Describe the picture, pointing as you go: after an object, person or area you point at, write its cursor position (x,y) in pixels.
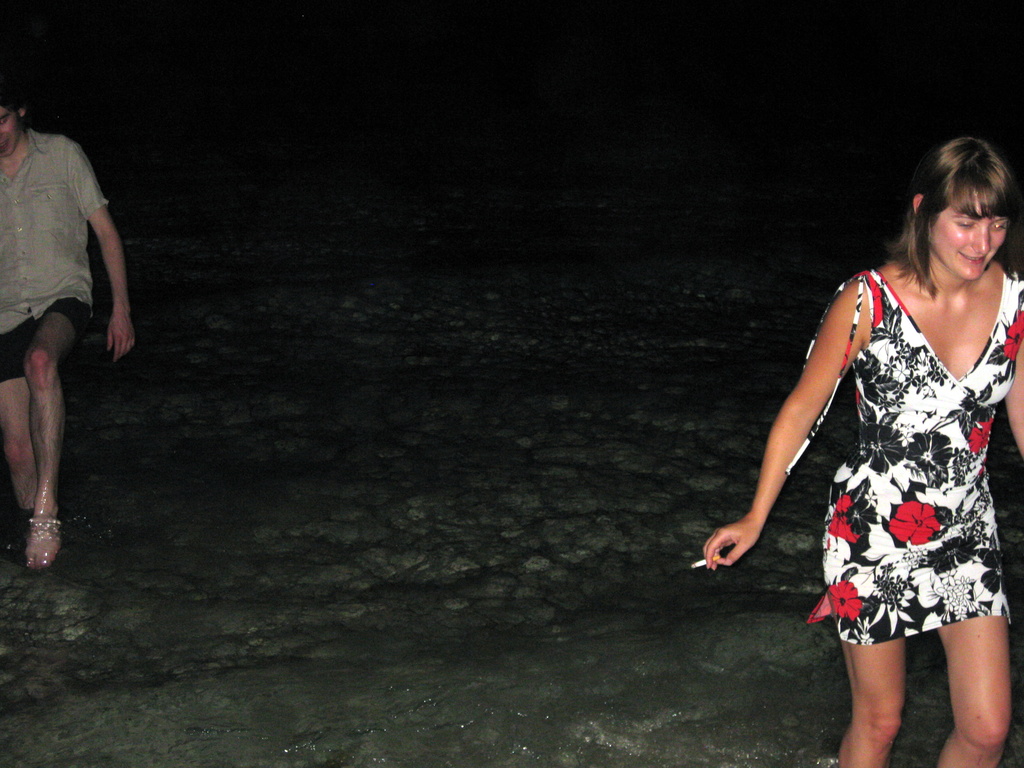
This is the man (30,438) and woman (912,499) walking. I think this is the water (360,552). I can see the woman (889,573) holding a cigarette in her hand (724,564).
